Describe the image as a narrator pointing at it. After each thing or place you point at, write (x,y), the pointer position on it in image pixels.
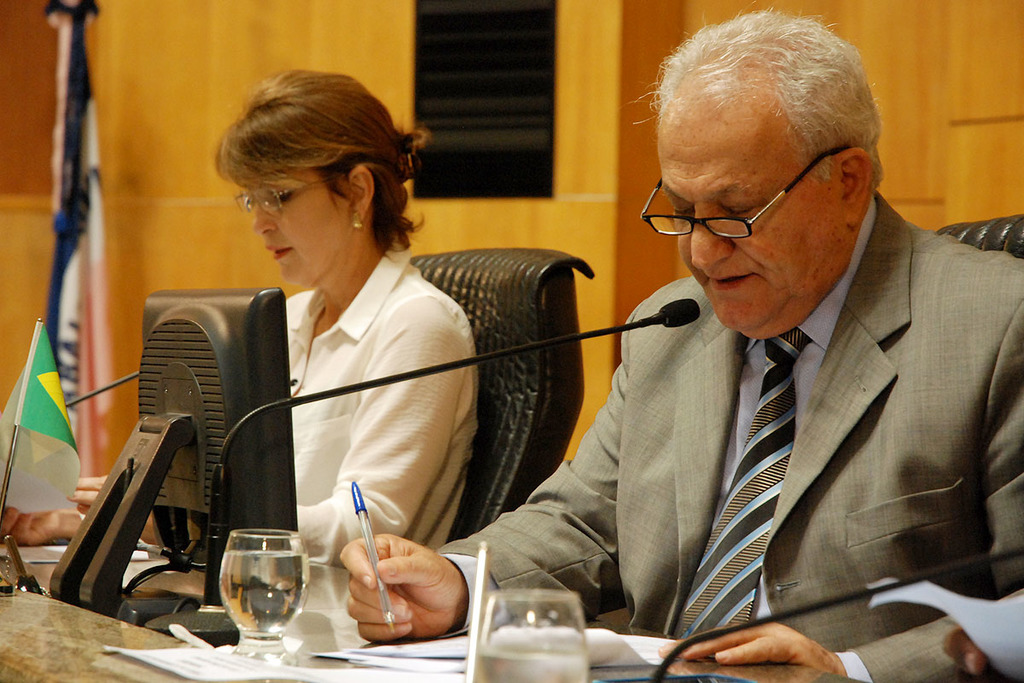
In this image, in the foreground (754,62) I can see two people (919,508) are sitting and on the left side (266,635) I can see a system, two glasses (257,623), some papers (185,666) and a flag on the table (46,566) and the person (407,628) on the right side (846,539) holding a pen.
